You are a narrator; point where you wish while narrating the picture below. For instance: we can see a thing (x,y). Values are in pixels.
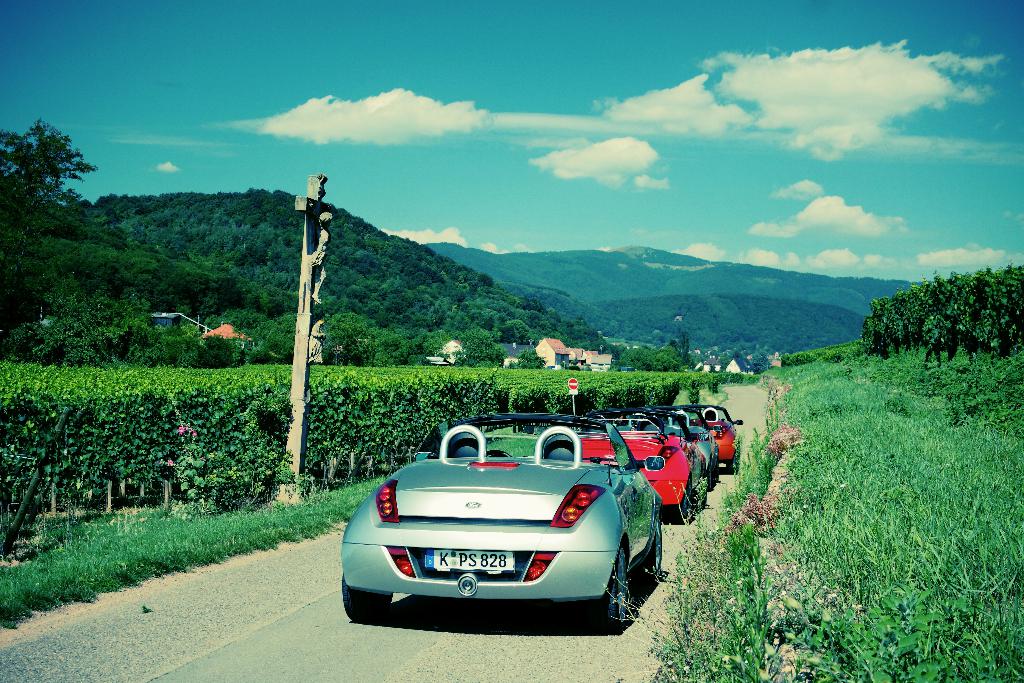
In this picture I can see there is a road (291,589) and there are cars (646,490) moving on the road (733,396). There are grass (787,465) and plants (384,450) on both sides and there are mountains (521,294) in the backdrop (782,292). The sky (226,123) has clouds (853,229).
